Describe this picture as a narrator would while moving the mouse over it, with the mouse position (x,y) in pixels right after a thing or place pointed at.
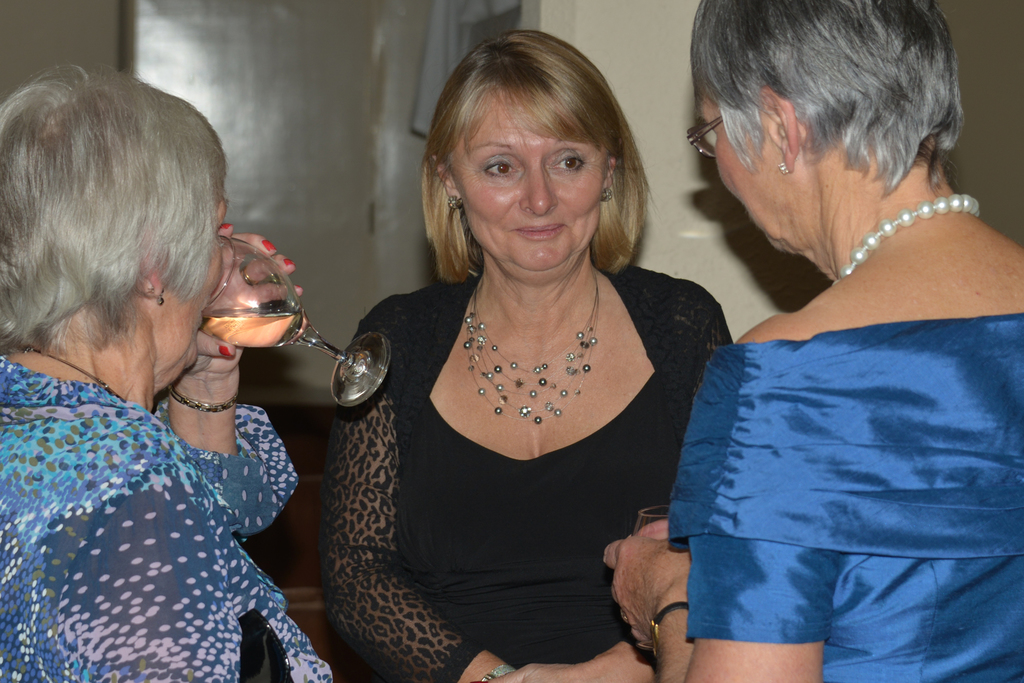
In this picture we can see three persons (668,418). she is in black color dress (486,581). And she hold a glass (665,511) with her hand (633,585). On the left side (262,450) she is drinking. And on the background (621,84) there is a wall (641,54).
